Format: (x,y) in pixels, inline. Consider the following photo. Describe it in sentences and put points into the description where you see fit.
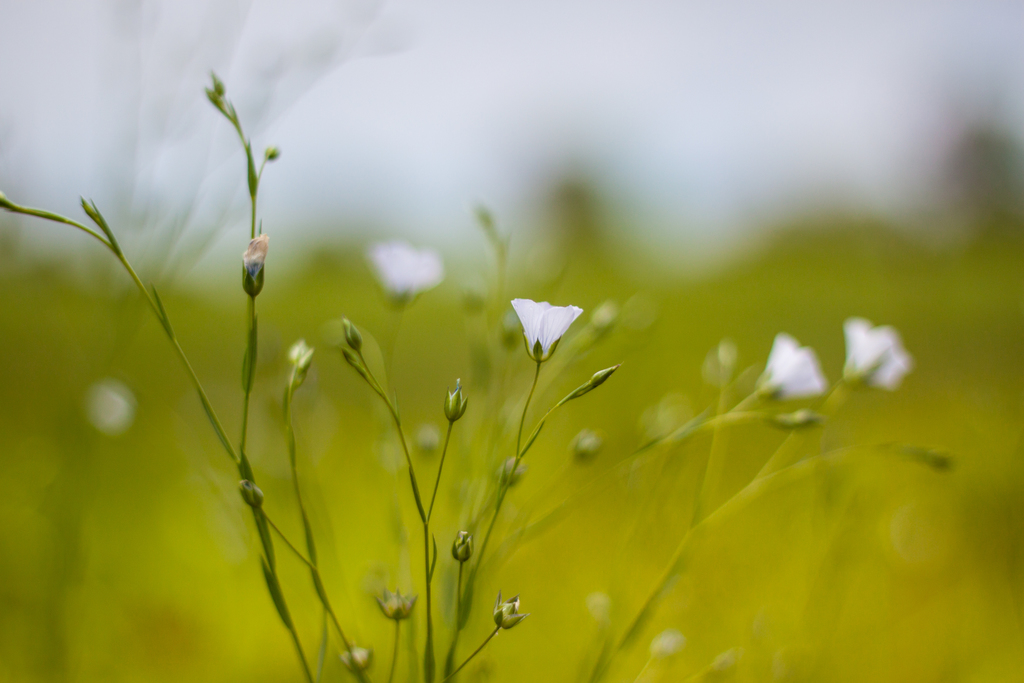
In the front of the image (471,547) there are flower plants (459,534). In the background of the image (579,363) it is blurry.
